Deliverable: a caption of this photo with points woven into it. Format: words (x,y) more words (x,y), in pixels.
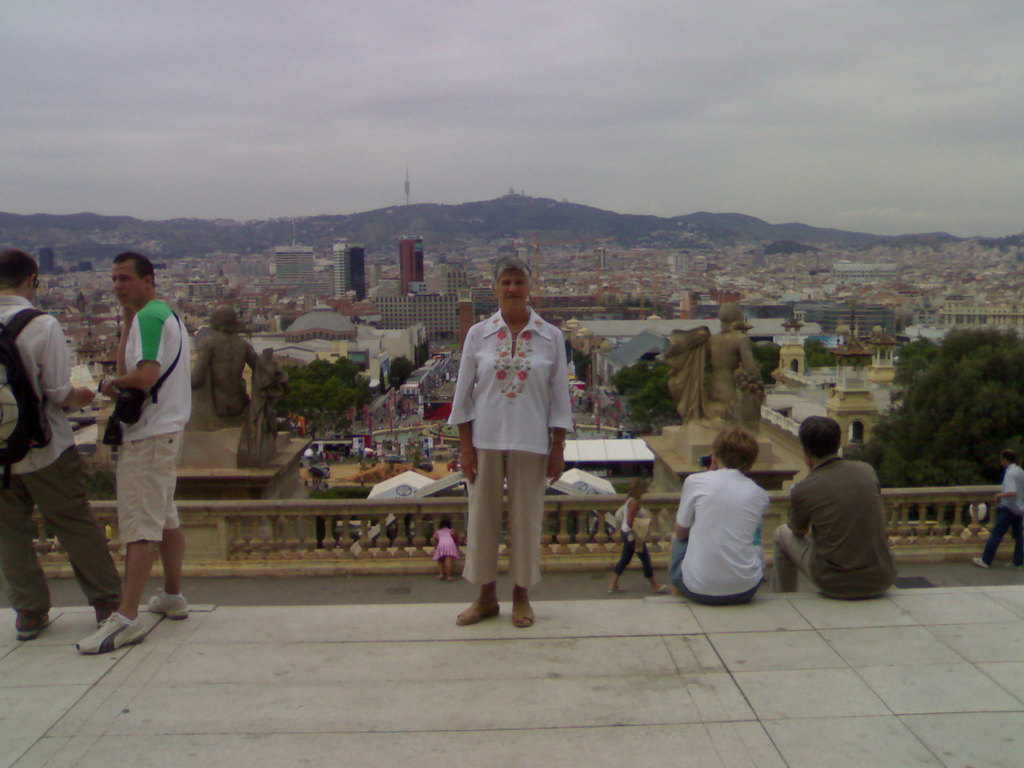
In this image we can see few people (621,533). Person (54,404) on the left side (27,389) is wearing bag (44,427). Another person (136,447) is having camera (126,410). In the back (269,514) there is railing (285,518). There are statues (199,400), trees (344,408). Also there are buildings (650,254). There are hills (451,225). And there is sky (608,50) with clouds (705,112).
